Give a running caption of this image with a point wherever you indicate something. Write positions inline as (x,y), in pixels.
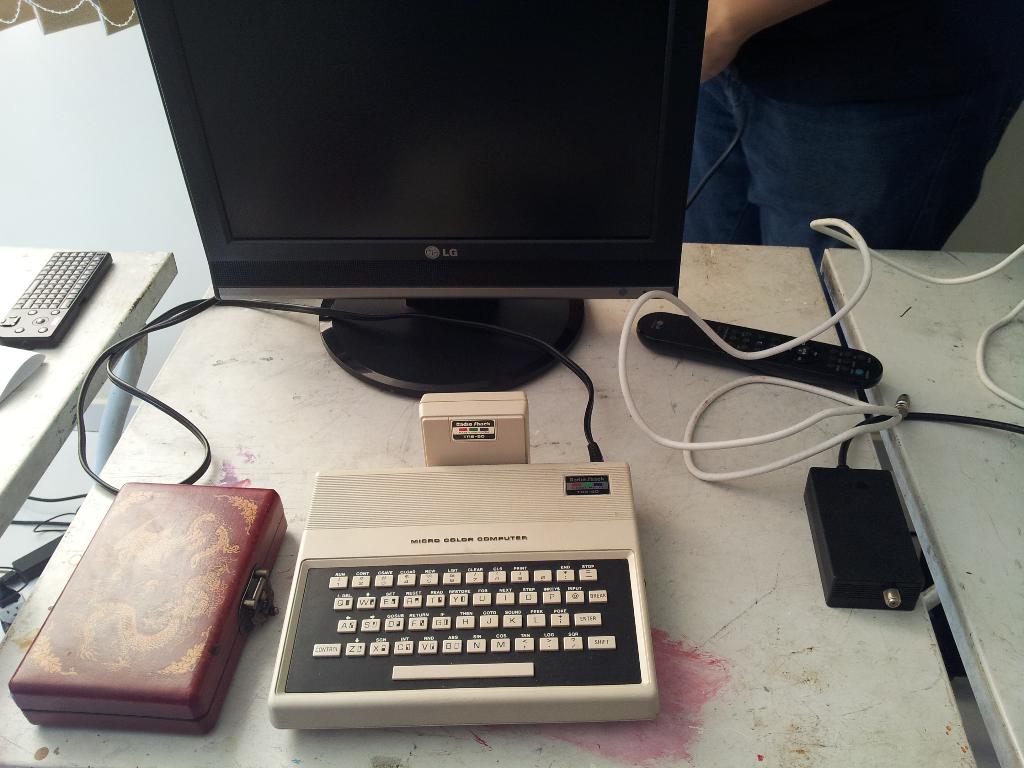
In front of the image there are tables (115,478). On top of it there is a computer (405,353) and there are a few other objects (863,369). Behind the tables (709,534) there is a person (918,190). In the background of the image (36,141) there is a wall (19,139) and there is a curtain (111,11).
